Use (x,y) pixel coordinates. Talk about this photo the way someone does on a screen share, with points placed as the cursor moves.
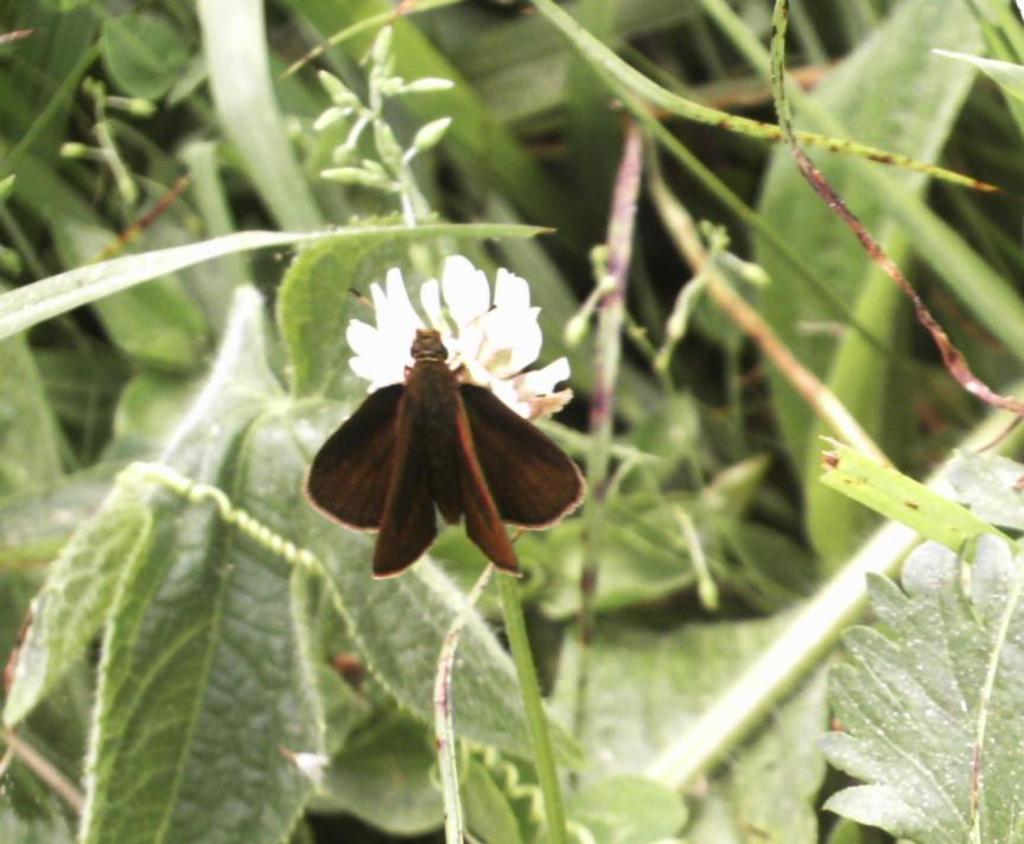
In this image we can see an insect (426,359) on the flower (442,319). We can also see the leaves (384,270) and also the stems (738,117).
